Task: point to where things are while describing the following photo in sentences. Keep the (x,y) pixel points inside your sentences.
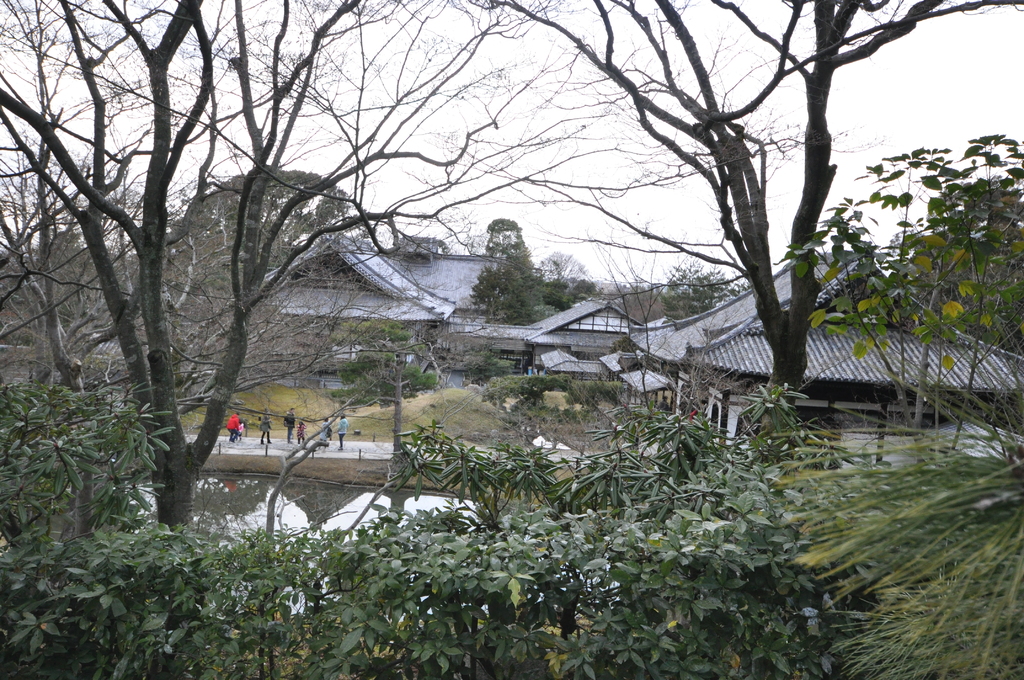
In this image I can see number of trees (197,444), buildings (527,361), water (346,497) and over there I can see few people (329,426) are standing.
